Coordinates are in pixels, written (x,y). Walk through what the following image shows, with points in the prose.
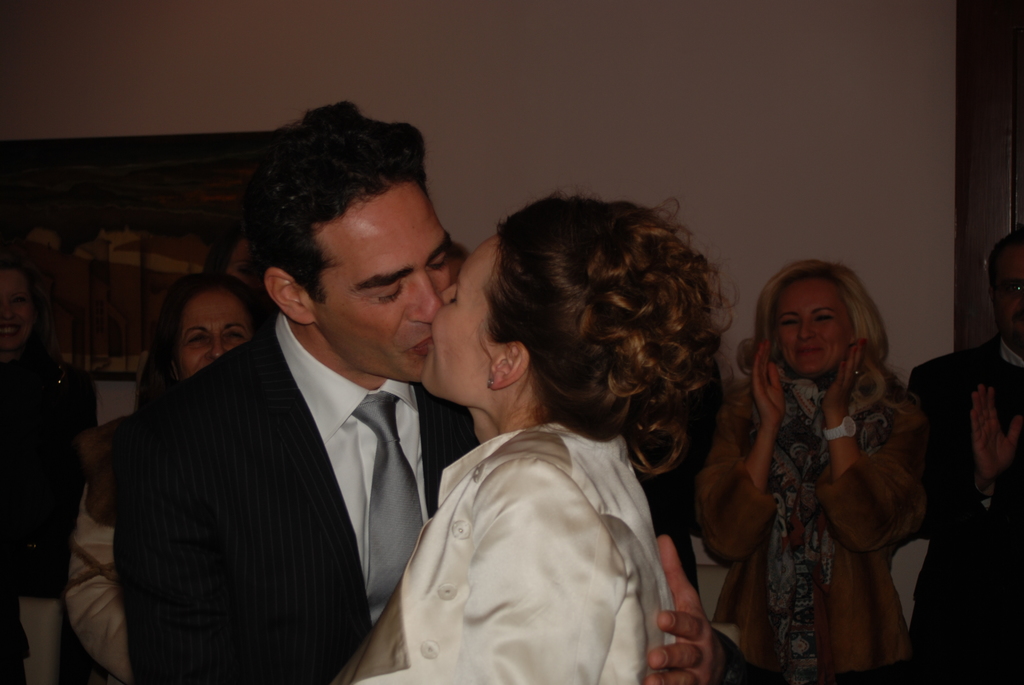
Here is the man (320,584) and woman (449,596) standing and kissing each other. There are few people (197,338) standing and smiling. This is the photo frame (143,165), which is attached to the wall (761,129).
